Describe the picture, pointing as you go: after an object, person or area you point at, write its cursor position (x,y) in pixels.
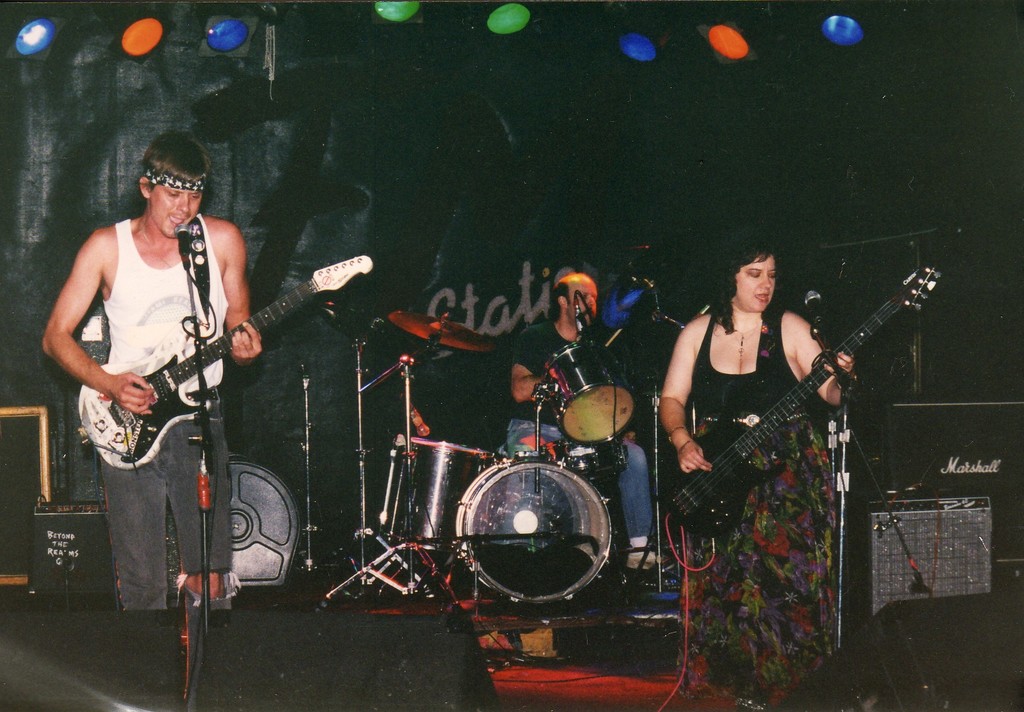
On the background (129,43) we can see lights (845,27). Here we can see one man (582,281) sitting and playing drums (487,455). We can see a women (790,358) and a man (215,291) standing in front of a mike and playing guitars (325,290) and singing. This is a platform (633,652).
